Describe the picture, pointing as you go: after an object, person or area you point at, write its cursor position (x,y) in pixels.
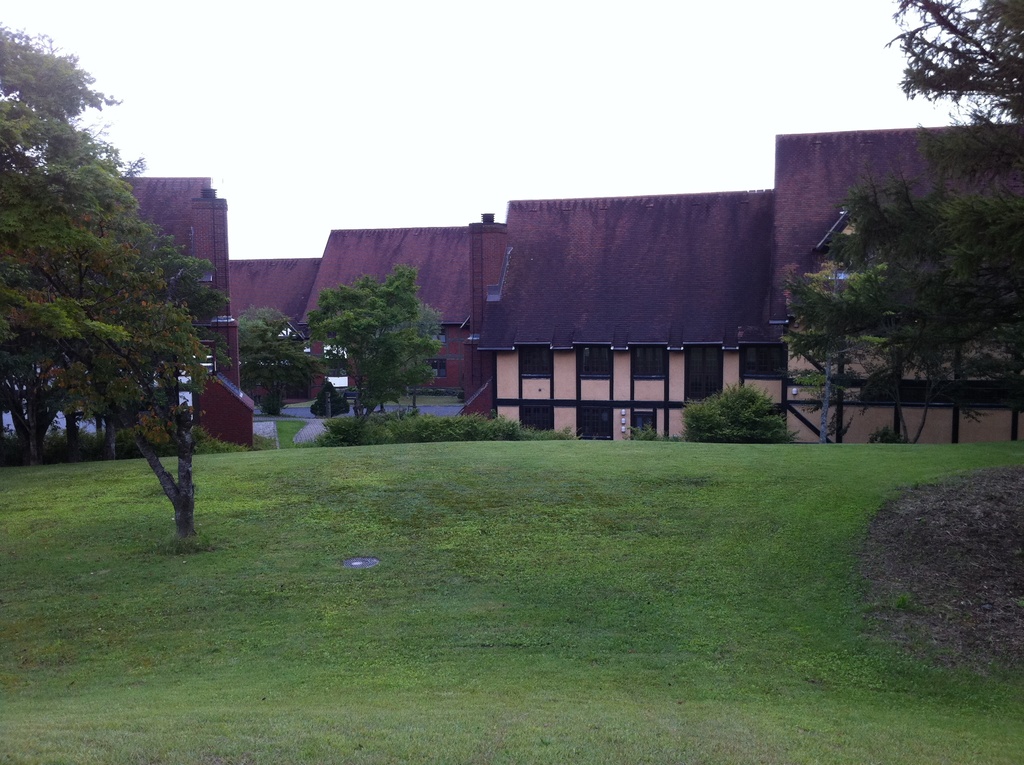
In the image we can see there are many buildings (627,253) and a road (300,409). These are the windows (655,374) of the building (668,370), grass (581,604), trees (128,301) and a white sky (640,127).
